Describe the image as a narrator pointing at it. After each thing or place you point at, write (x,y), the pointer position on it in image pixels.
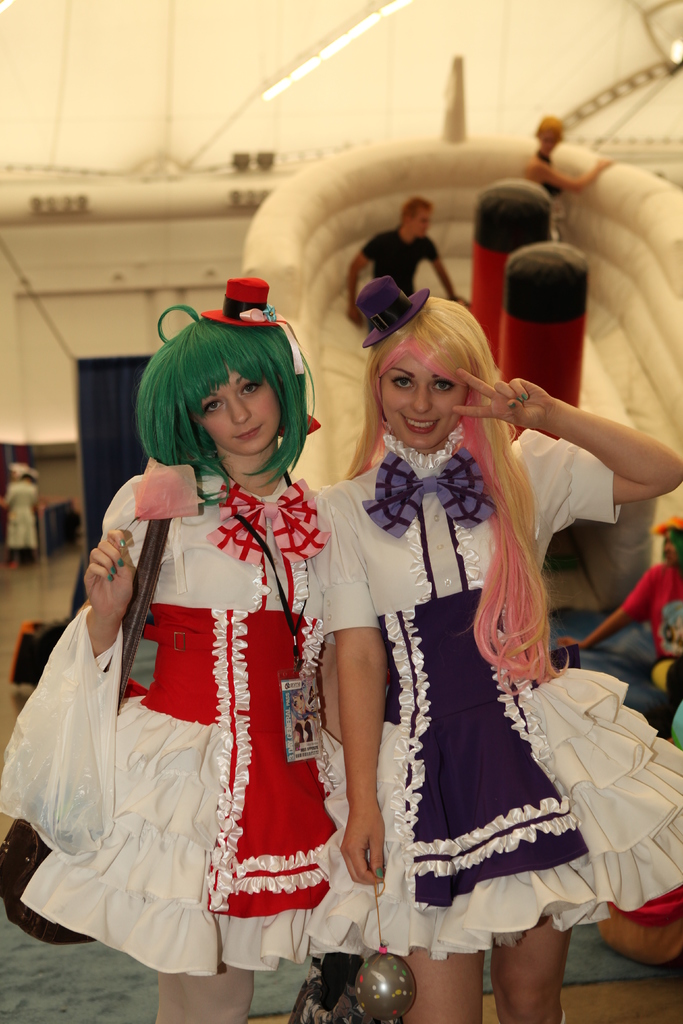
In the center of the image (417,681) we can see two persons (298,784) are standing and they are in different costumes (218,622). Among them, we can see one person (413,879) is holding an object (385,970) and the other person (134,858) is wearing a bag (121,691). In the background (398,144), we can see a few people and a few other objects (548,312).
